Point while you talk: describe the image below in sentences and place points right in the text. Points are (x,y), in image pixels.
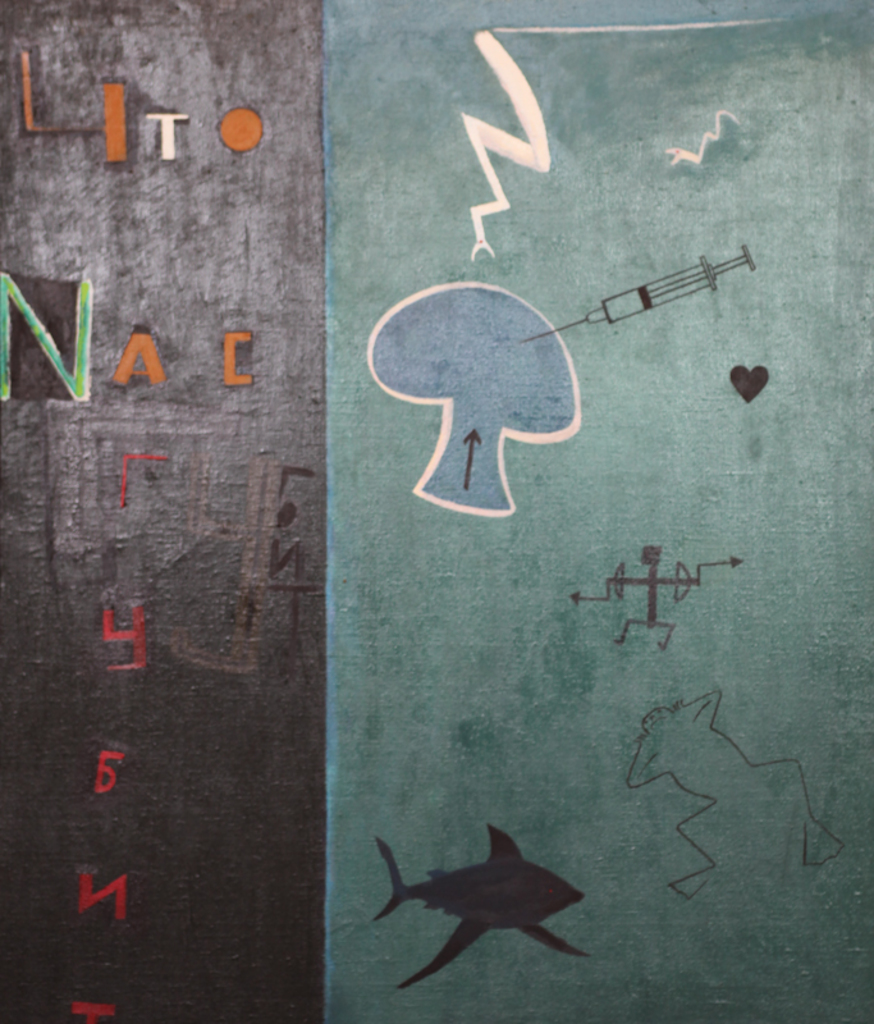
In this image we can see the paintings (516,430), and text (130,360) on the wall (468,544).
